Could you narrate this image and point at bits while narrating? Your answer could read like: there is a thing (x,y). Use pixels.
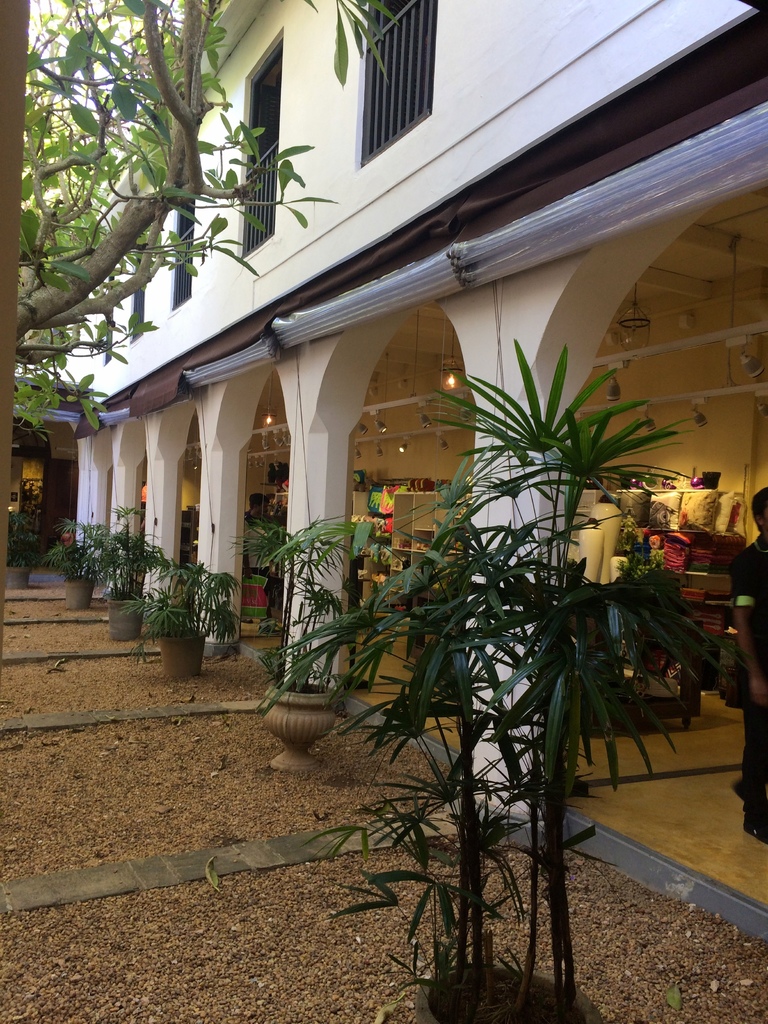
In this picture we can see tree (41,169), plants (161,617) with pots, building (267,237), pillars (324,498) and windows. On the right side of the image (756,829) there is a person (760,829) walking. We can see pillows (652,511) and objects (637,537) in racks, lights (400,450) and rods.
